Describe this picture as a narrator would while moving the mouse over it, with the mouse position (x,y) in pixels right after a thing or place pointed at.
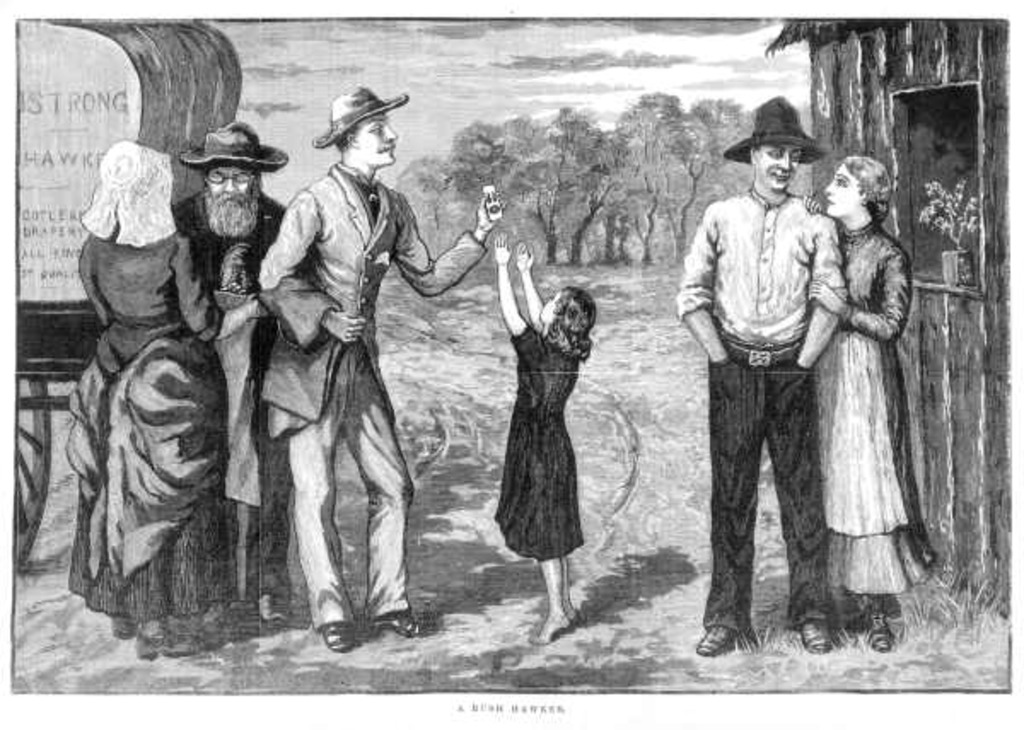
In this image we can see a sketch (428,418) on the paper (398,598). In the sketch (693,252) there are persons (532,435) standing on the ground (686,433), flower pots (957,238), trees (461,204), cart (210,117) and sky (326,102) with clouds (767,81).
